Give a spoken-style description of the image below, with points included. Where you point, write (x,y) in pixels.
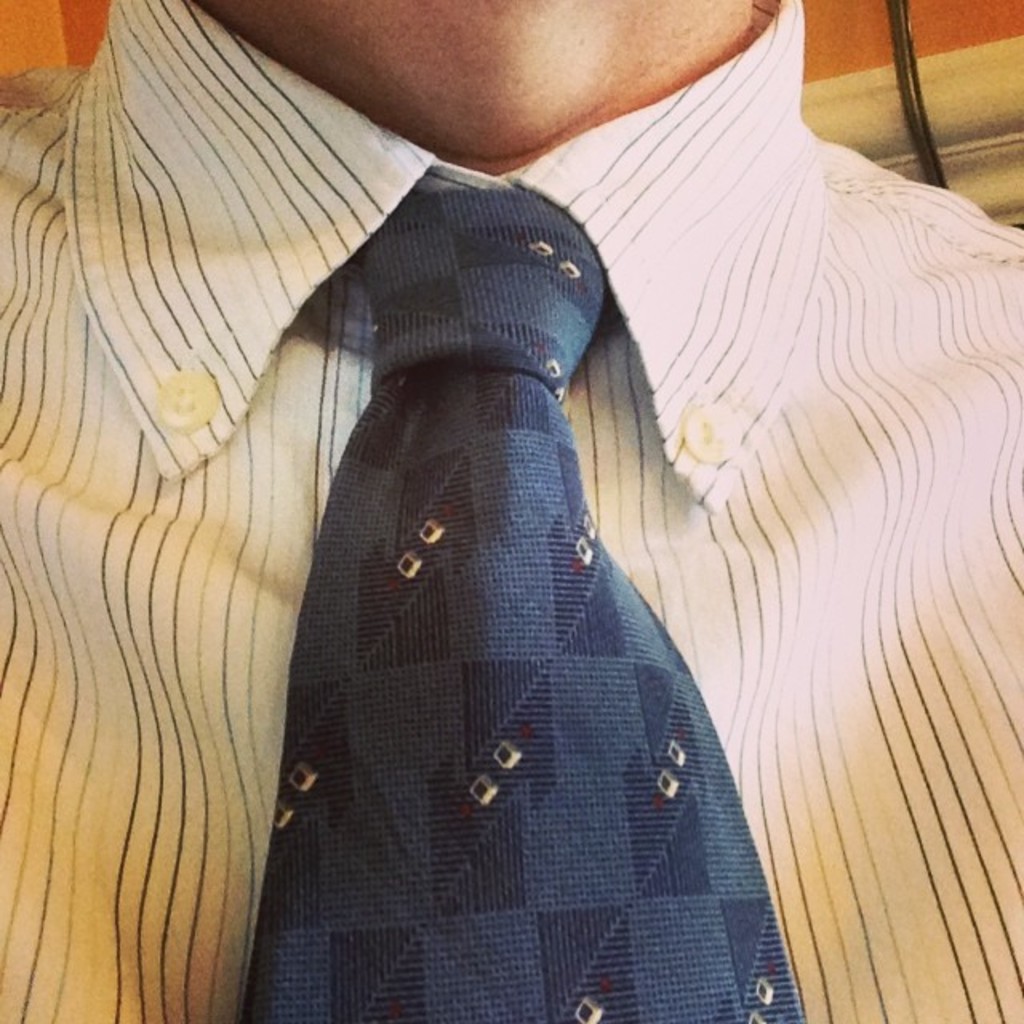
In this image, we can see a human (605,482) wearing a shirt (180,832) and tie (505,945). Here we can see buttons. Right side of the image (903,46), we can see a wire (917,111).
